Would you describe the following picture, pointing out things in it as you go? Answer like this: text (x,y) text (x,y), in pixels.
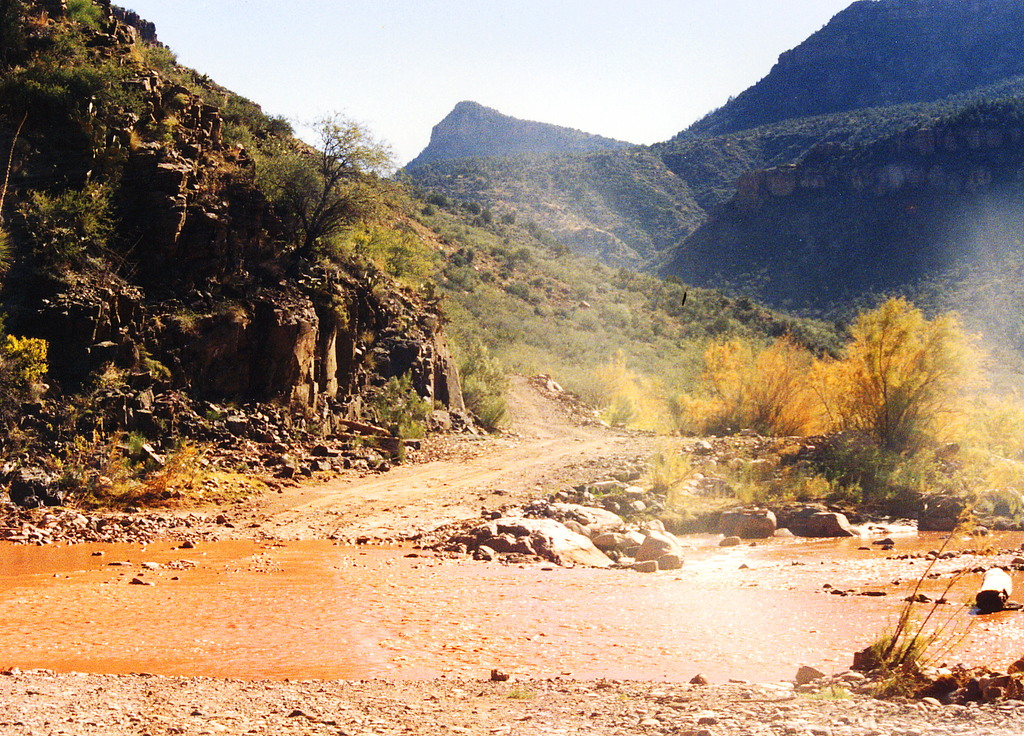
In this image we can see mountains (423,356) and greenery (725,332). At the bottom of the image (453,619), we can see land (906,705) and water (493,613). At the top of the image (405,18), we can see the sky (647,59).
